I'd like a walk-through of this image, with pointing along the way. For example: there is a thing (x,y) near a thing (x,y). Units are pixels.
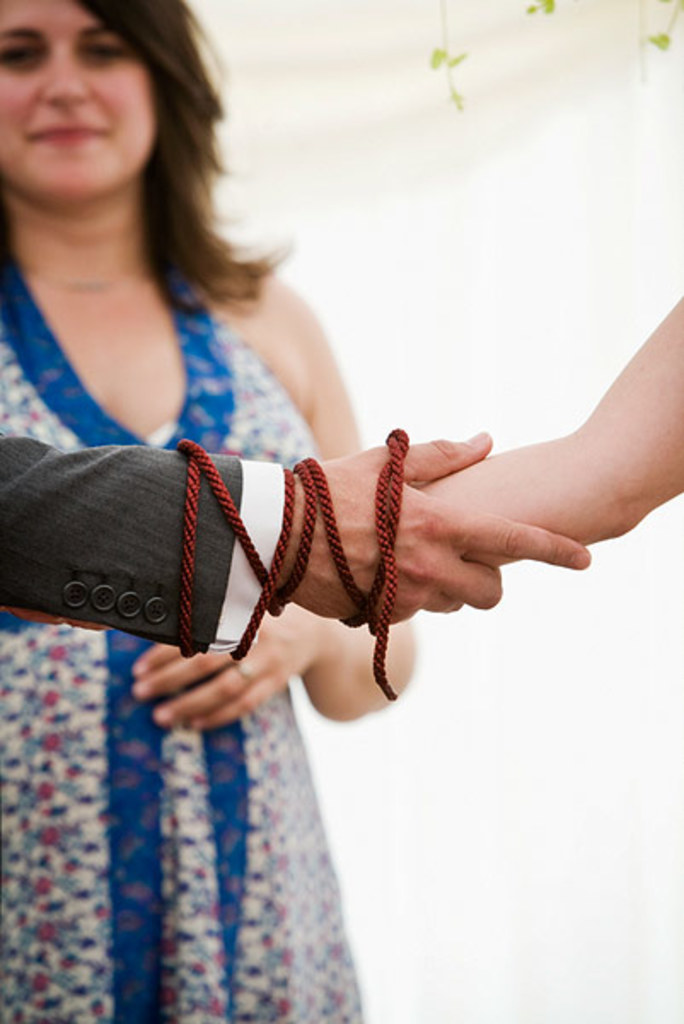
In this image we can see a person (150,765). In the foreground (201,507) we can see the person's (416,456) holding their hands (415,500). The background of the image (562,23) is white.
